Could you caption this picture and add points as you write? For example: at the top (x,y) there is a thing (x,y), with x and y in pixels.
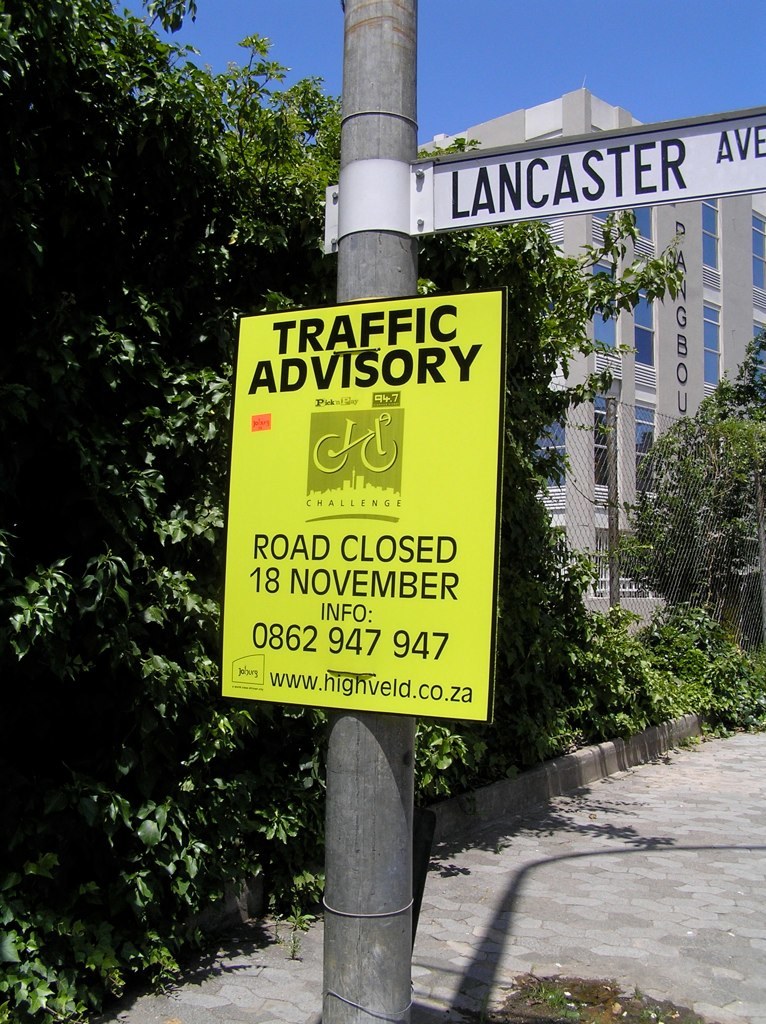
In this image, we can see a pole (387,858) with sign board (710,185) and banner (407,497). Background (519,691) we can see few trees (19,752), plants (752,694), mesh (619,501), building (727,339) with wall (730,330) and glass windows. At the bottom (584,903), we can see a walkway (577,914). Top of the image (547,65), there is a sky (589,52).
